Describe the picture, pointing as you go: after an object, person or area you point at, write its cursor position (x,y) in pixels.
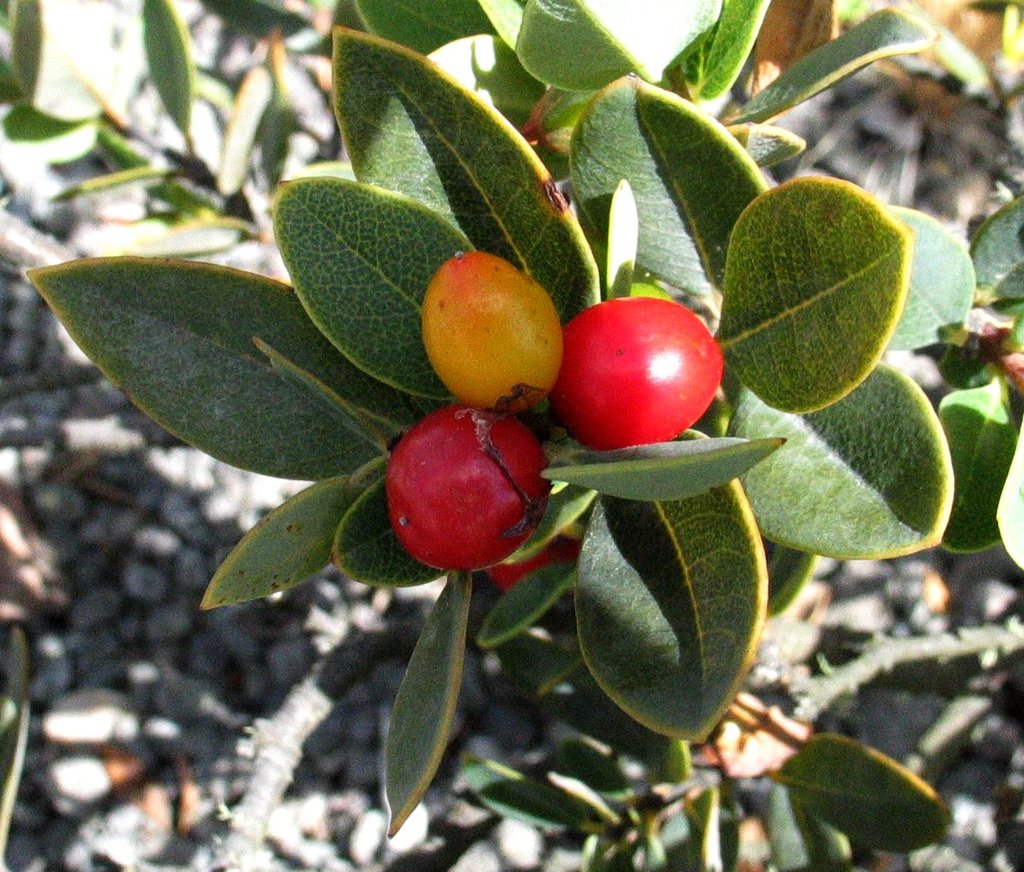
In the front of the image (667,382) there are berries (432,532), leaves (640,480) and stems (1023,383). In the background of the image (342,871) it is blurry.
